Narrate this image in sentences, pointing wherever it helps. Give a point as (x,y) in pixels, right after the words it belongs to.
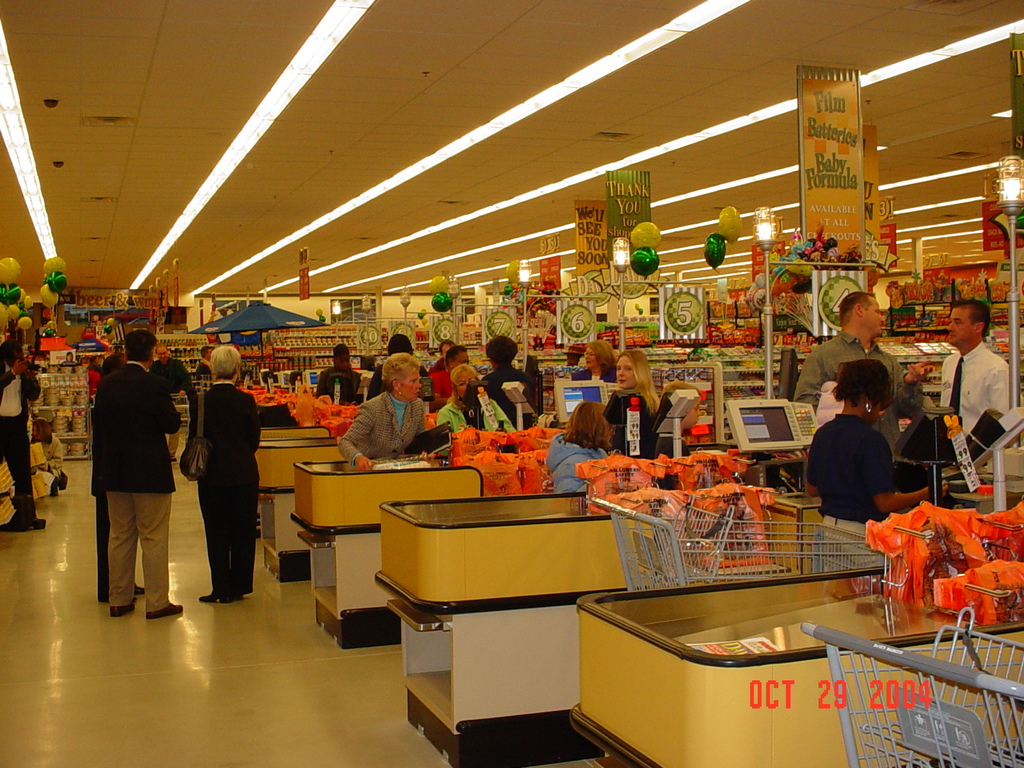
In this image we can see people (126,584), floor (225,649), carts (703,536), screens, racks (559,359), tables (622,704), boards (824,292), balloons (808,283), ceiling (330,282), lights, poles (767,269), and other objects (945,593).
